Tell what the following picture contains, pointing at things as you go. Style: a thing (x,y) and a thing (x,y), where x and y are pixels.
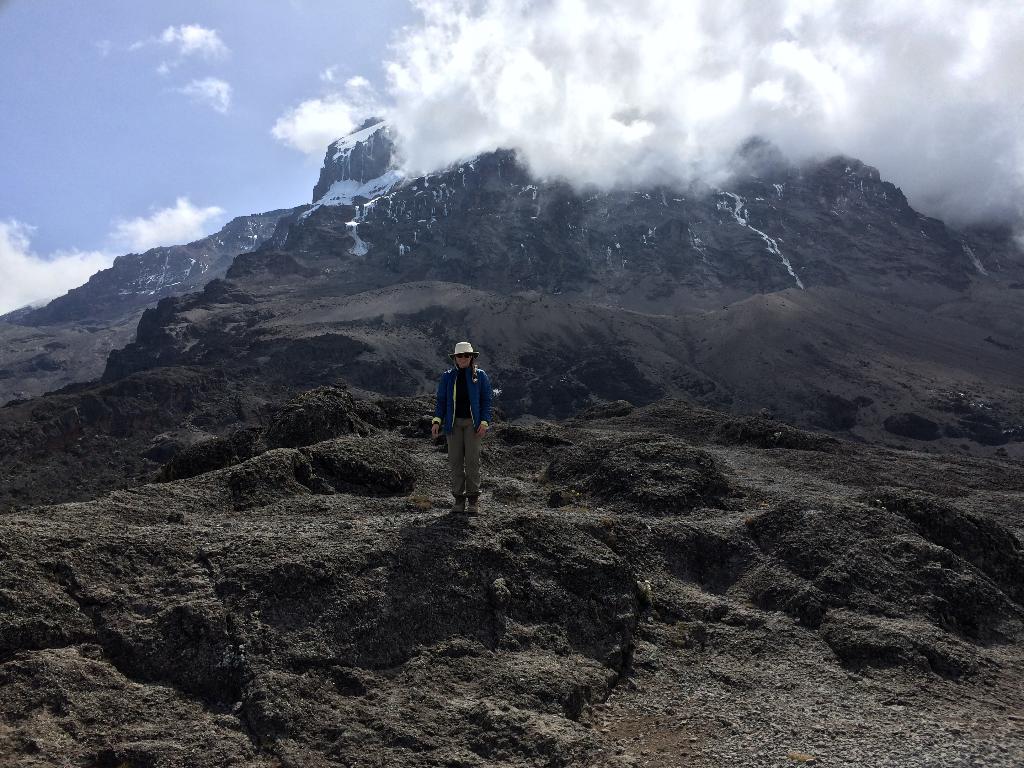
In this image there is a person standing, and in the background (352,252) there are snow mountains (488,168), sky (394,10).
